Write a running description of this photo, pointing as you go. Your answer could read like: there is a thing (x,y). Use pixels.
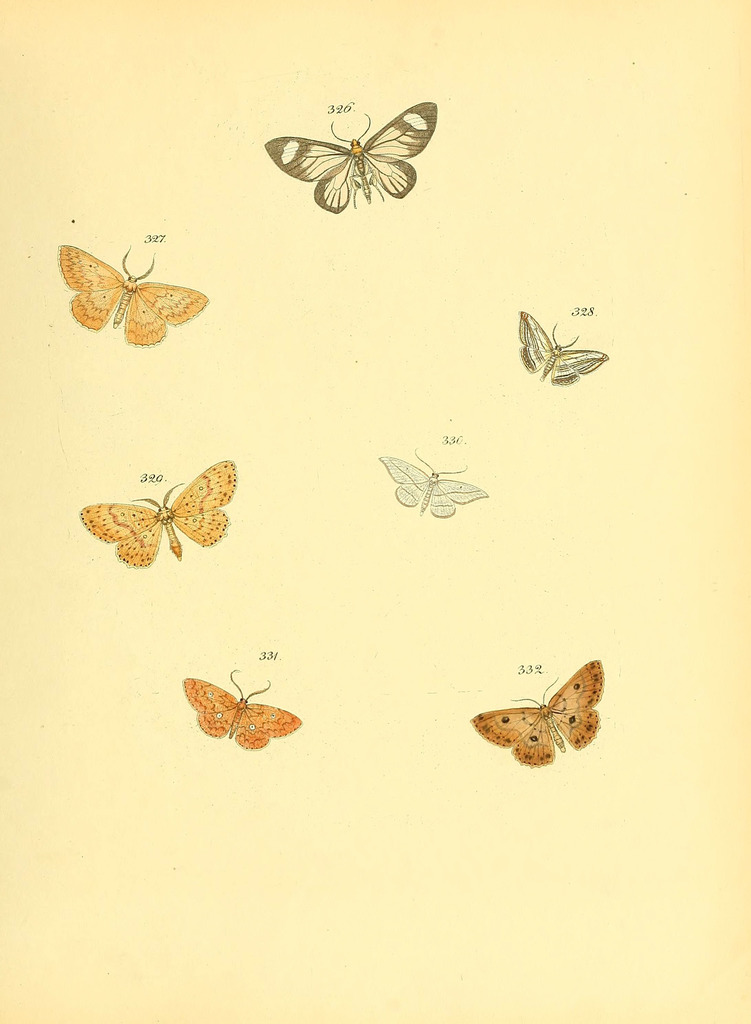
In this image we can see the sketches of different types of butterflies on a paper (460,587).
